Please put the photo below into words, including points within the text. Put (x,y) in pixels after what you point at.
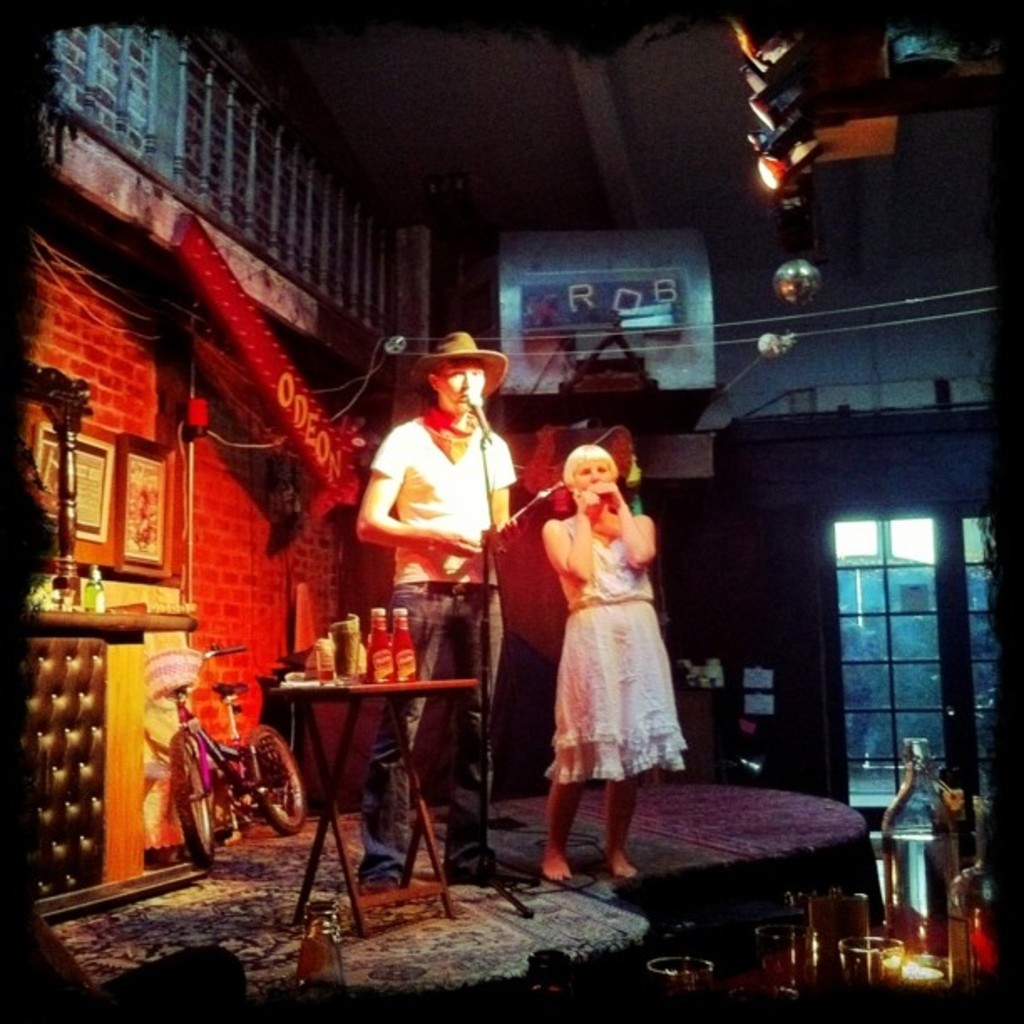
In this image there is a person (413,493) standing behind the mike stand (487,470). He is wearing scarf (452,418) and a cap (450,348). Beside him there is a woman (565,661) standing on the stage (557,886). There is a table (337,689) having few bottles (406,663) kept on it. There is a bicycle (208,803) kept near the wall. Beside there is a table (81,733) having few bottles (98,589) on it. Right side (875,973) there is a table (750,981) having few bottles (940,898) and few glasses (843,933) on it. Right side (897,701) there is a window (947,686) to the wall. From the window (880,686) few trees (898,684) and a building (877,571) are visible. Right top there are few lights (754,45) attached to the roof (732,71). Bottom of the image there is a bottle (312,955).
